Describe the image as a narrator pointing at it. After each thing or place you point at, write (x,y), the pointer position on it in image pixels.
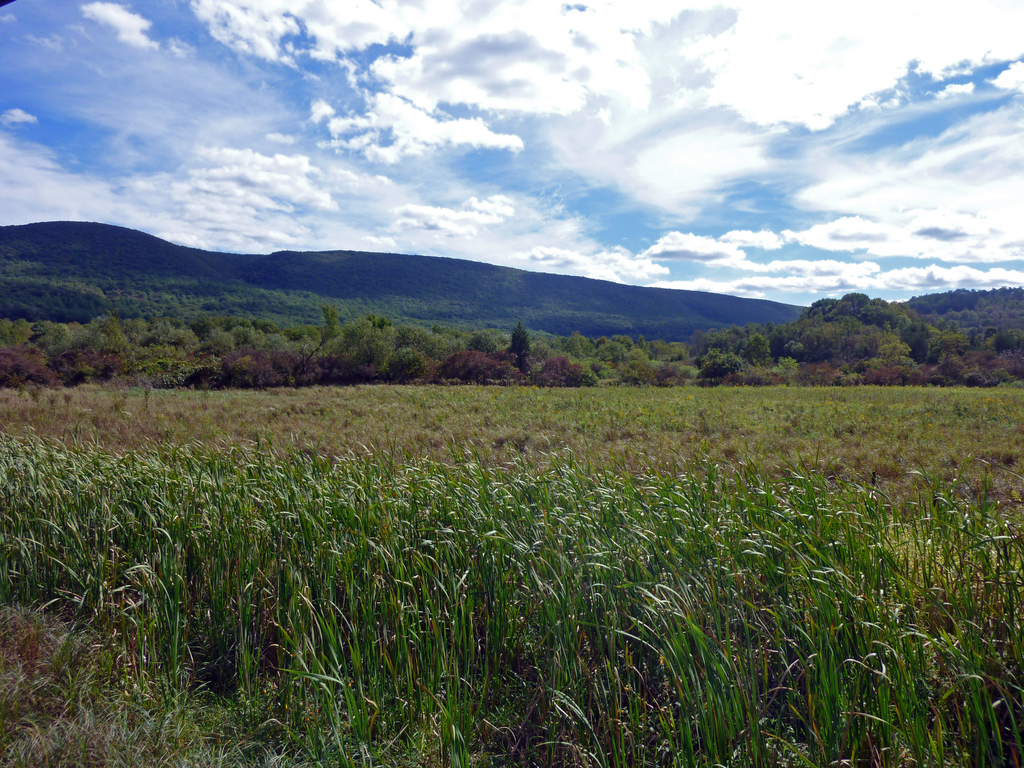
Here we can see grass (585,592) and trees (79,370). In the background (116,259) there is a mountain (343,285) and sky (633,215) with clouds (941,179).
